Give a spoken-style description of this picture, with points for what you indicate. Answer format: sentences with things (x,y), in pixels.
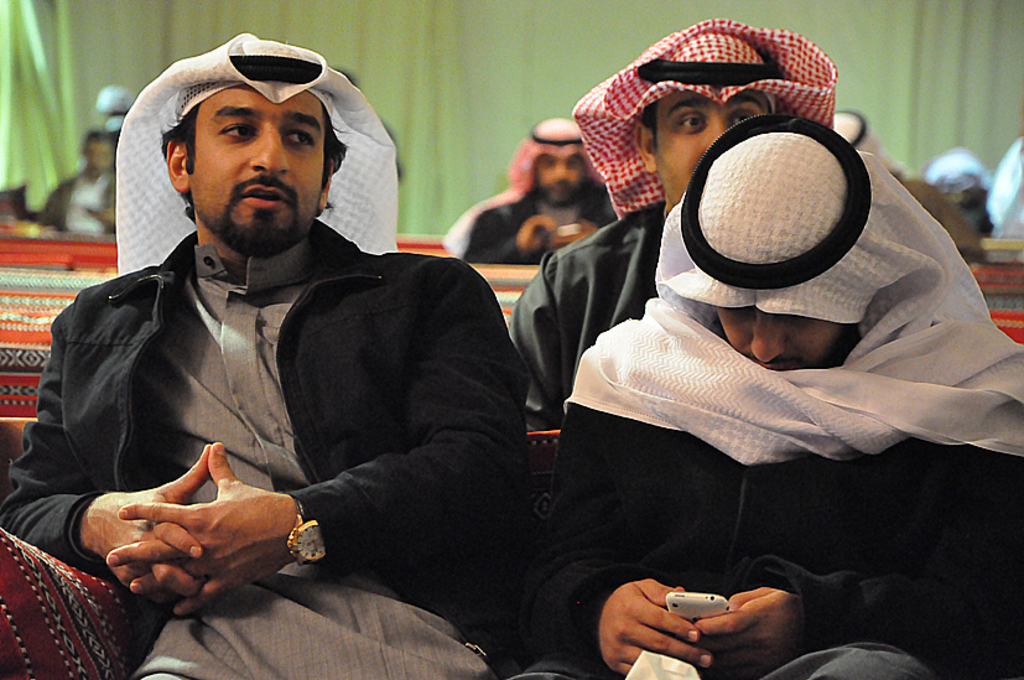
In this image I can see two persons (342,384) wearing black and white colored dresses (495,375) are sitting on couches (110,634) and in the background (458,108) I can see few other persons (71,177) sitting and cream colored curtains (445,79).
